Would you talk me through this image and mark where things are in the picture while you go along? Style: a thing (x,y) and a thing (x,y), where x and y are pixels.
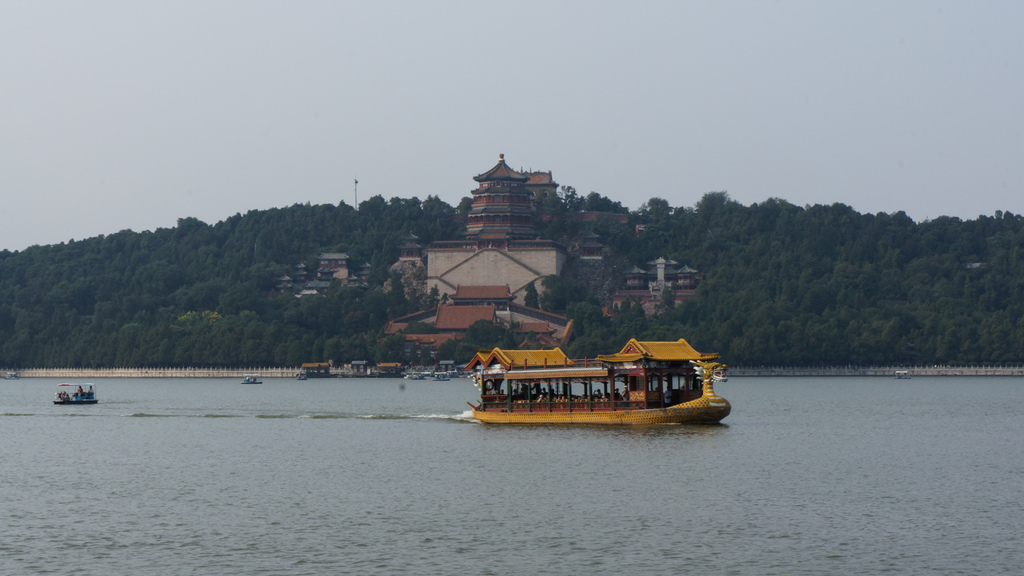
In the middle (664,349) a boat (703,398) is moving in this water (651,454). It is in yellow color and there are constructions (494,245) at here, beside of it there are green color trees (172,288). At the top (240,128) it's a sky (285,98).
